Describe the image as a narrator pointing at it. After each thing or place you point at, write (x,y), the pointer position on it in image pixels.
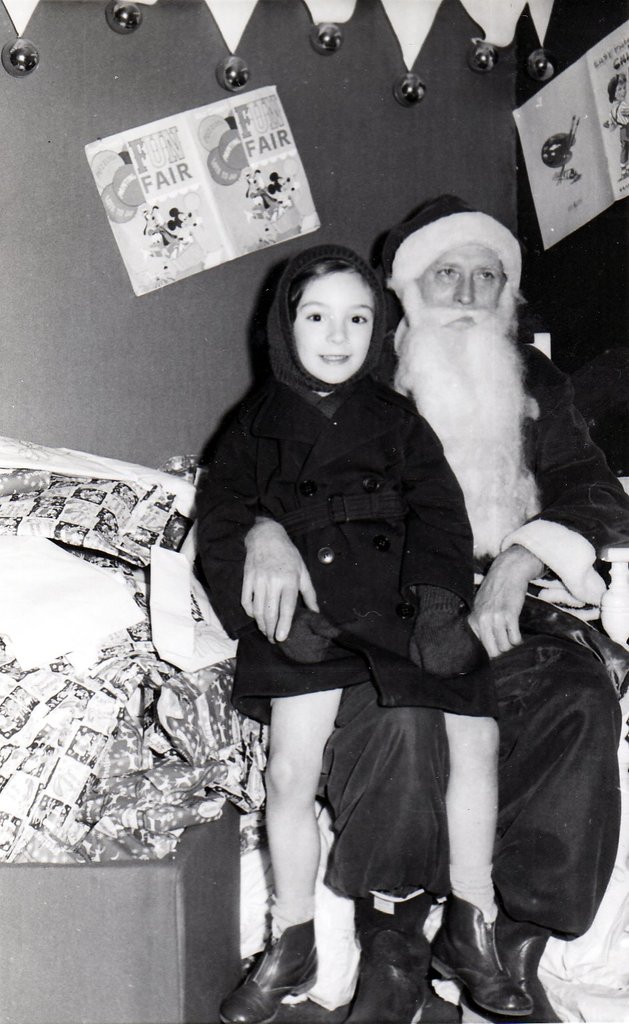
This is a black and white picture. Here we can see two persons (369,509), posters (264,190), and few objects (35,693). In the background (272,246) there is a wall (218,414).
